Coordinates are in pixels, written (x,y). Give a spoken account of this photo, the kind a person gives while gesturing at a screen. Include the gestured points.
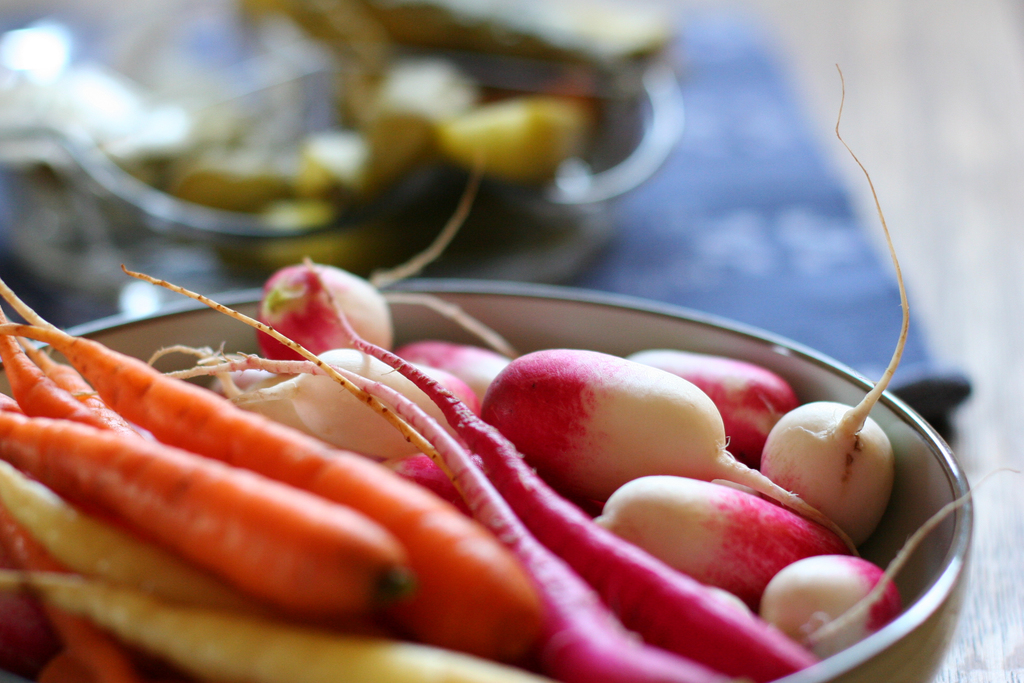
In this picture I can see the bowl (138,333) in front (120,329), on which there are carrots (165,522) and few other vegetables (401,410) and I see that it is blurred in the background (577,92).
